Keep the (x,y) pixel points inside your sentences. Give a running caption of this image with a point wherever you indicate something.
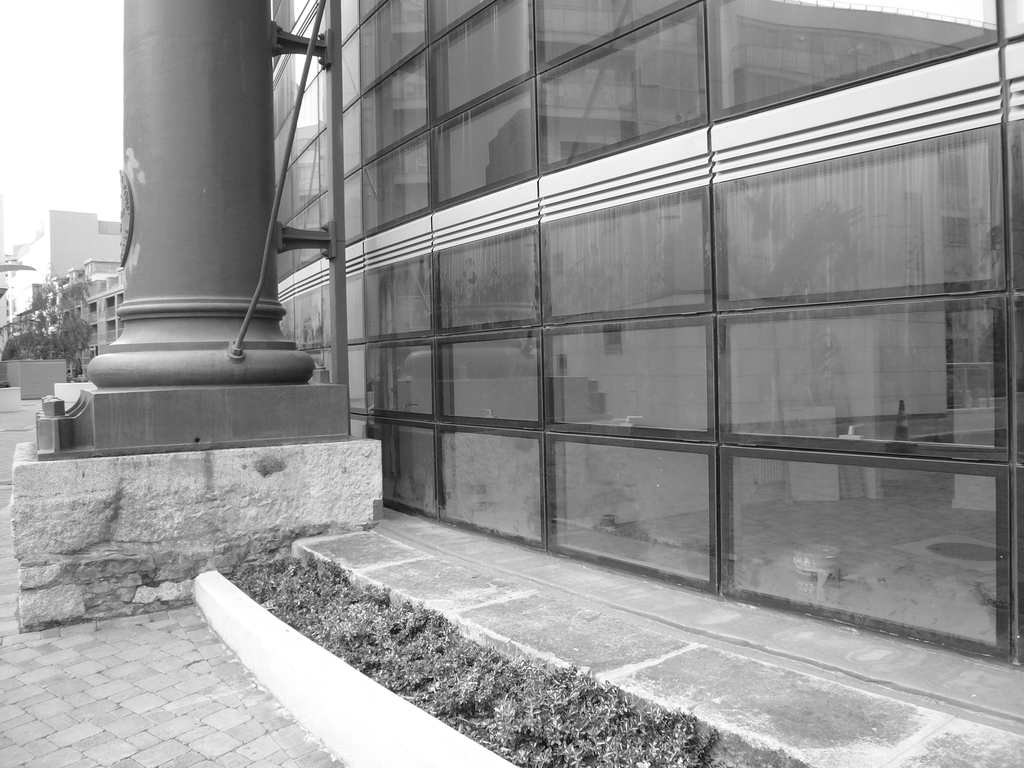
This is a black and white image. On the left side of the image (178,15) we can see pillar (196,36). On the right side of the image (874,294) there is building (1008,216) and grass (602,724). In the background (76,290) we can see trees (62,282), plants (40,335), buildings (60,272) and sky (66,116).
